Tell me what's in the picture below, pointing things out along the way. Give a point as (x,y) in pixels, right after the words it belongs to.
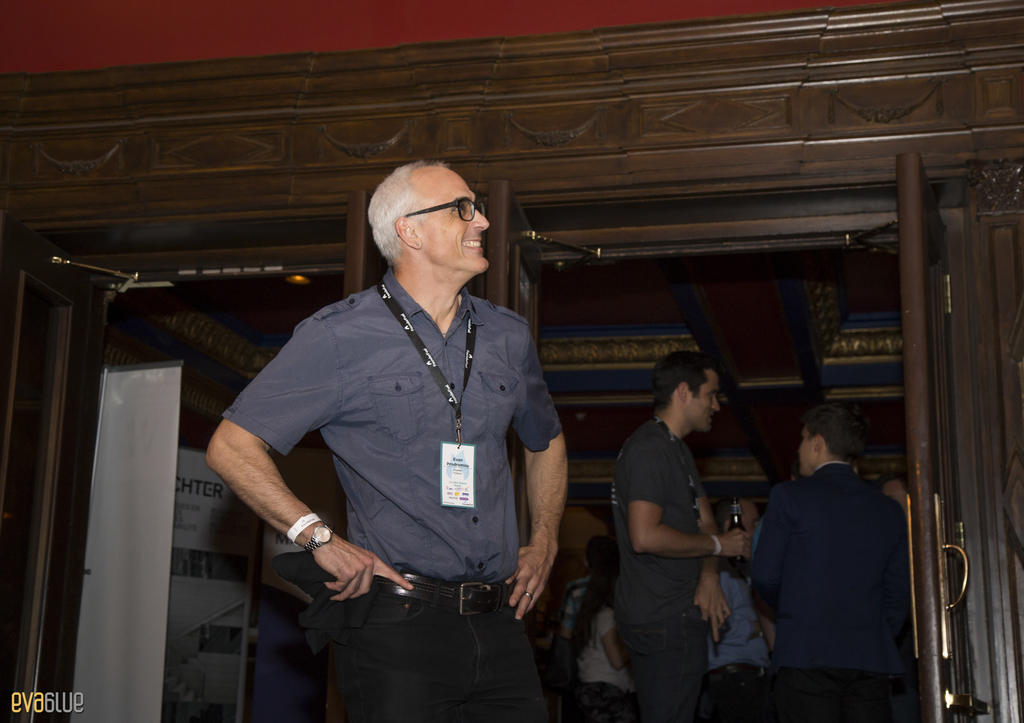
In the middle of the image (379,366) we can see a man (472,392) and he is smiling. In the background (606,370) we can see people (732,600), doors (540,345), banners (208,478), ceiling (764,360), and a light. At the bottom of the image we can see something is written on it.
